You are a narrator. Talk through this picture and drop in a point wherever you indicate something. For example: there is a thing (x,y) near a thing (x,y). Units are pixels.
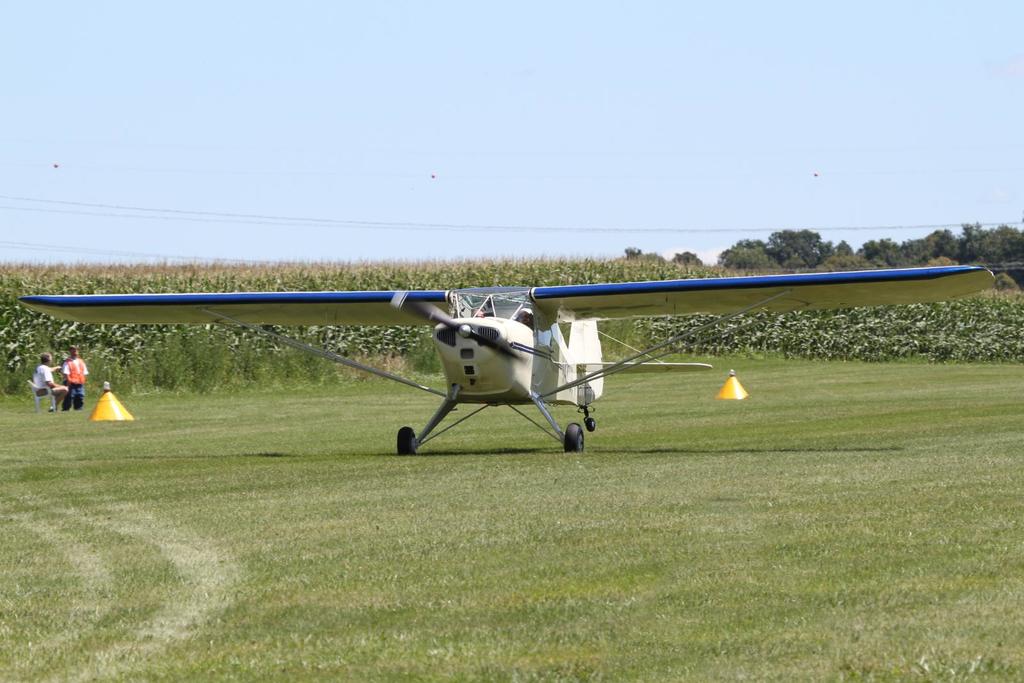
In this picture I can see the aircraft (512,383). I can see green grass (515,450). I can see trees (869,255) in the background (877,244). I can see electric wires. I can see the people (69,389) on the left side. I can see clouds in the sky (507,139).
